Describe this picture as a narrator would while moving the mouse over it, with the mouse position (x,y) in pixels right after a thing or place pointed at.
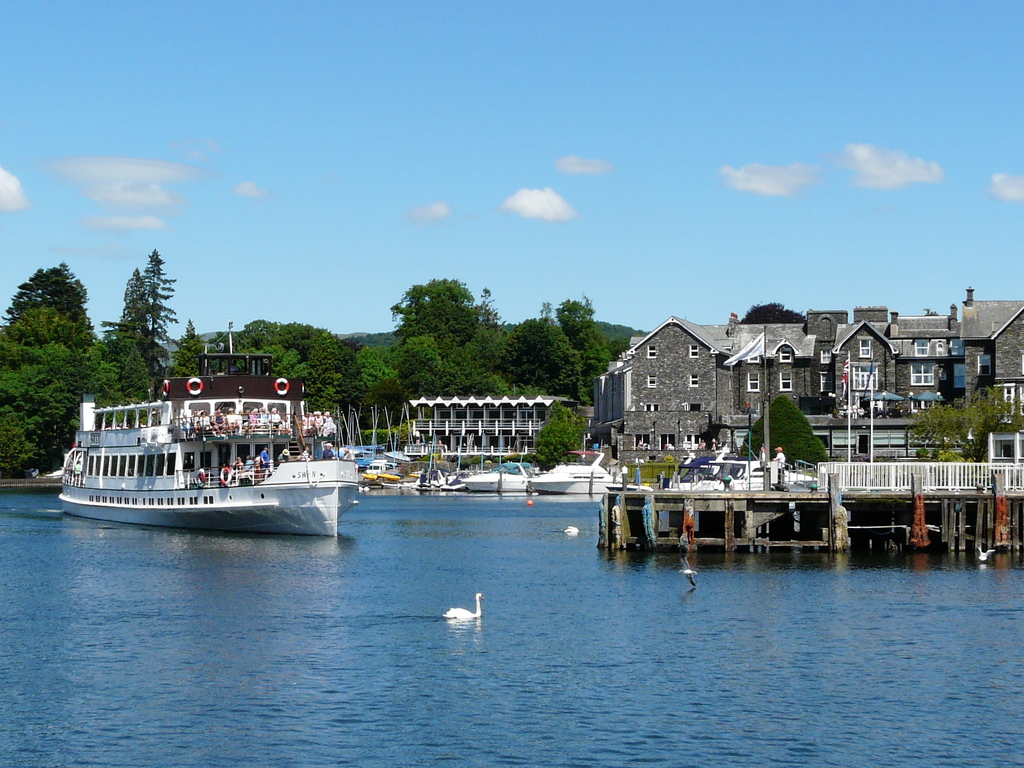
In this image we can see sky (681,290) with clouds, trees (309,340), hills (206,340), ships (311,529), iron grill (892,464), buildings (815,383), flag (870,388), flag post (871,424), swans (467,611) on the water (533,623) and lake (374,601).
